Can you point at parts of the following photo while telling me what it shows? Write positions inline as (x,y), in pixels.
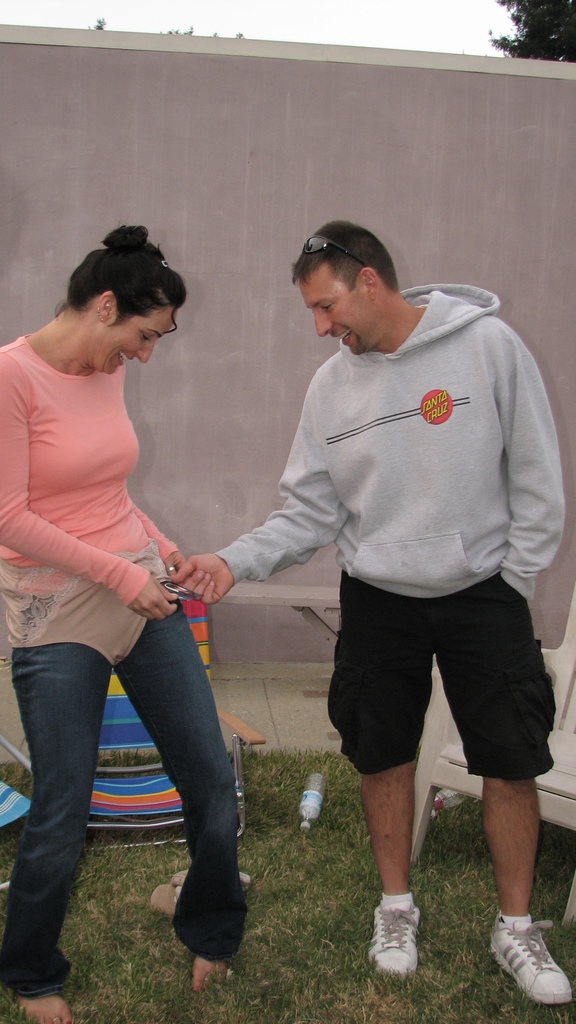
In this picture we can see a man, woman (180,927) standing on the ground (108,933) and in the background (499,3) we can see a bottle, chairs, wall (553,303), trees (538,15), sky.
